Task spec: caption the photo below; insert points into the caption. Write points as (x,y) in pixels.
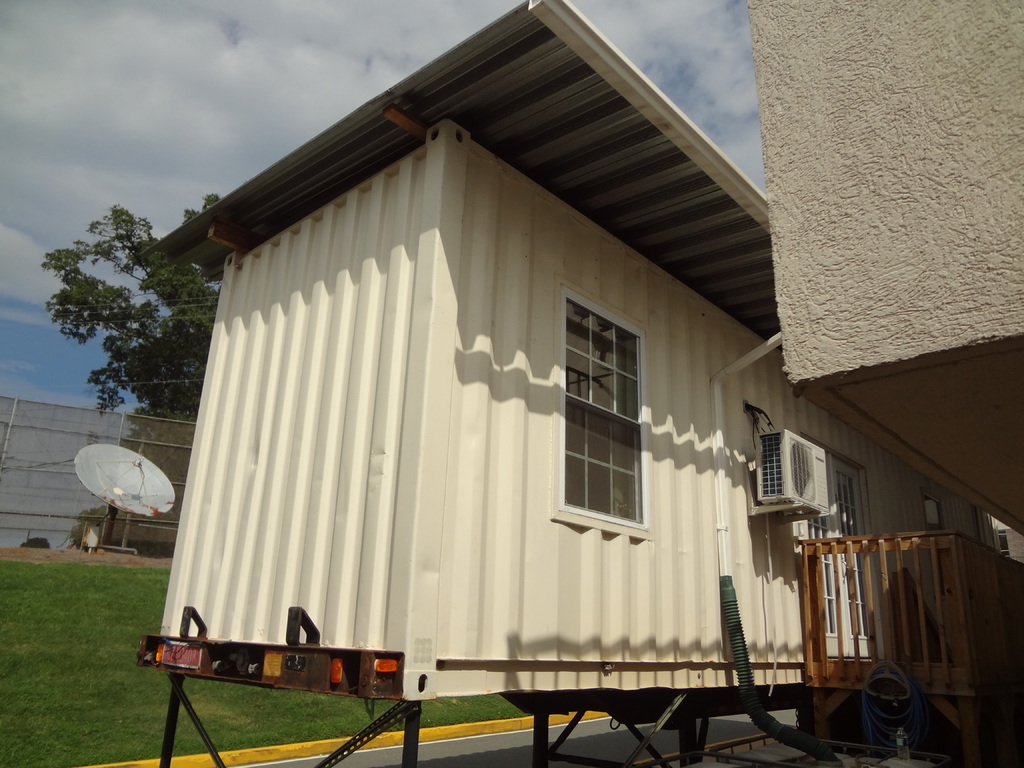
Here I can see a shed (633,602) which is on the metal rods (635,731). In the background (80,654), I can see green color grass (77,668) and an antenna (130,482) which is attached to a net (50,477) and also there is a tree (173,347). On the top of the image (118,97) I can see the sky (131,91) and clouds (52,80). On the top right of the image (863,146) I can see a wall (862,297).
